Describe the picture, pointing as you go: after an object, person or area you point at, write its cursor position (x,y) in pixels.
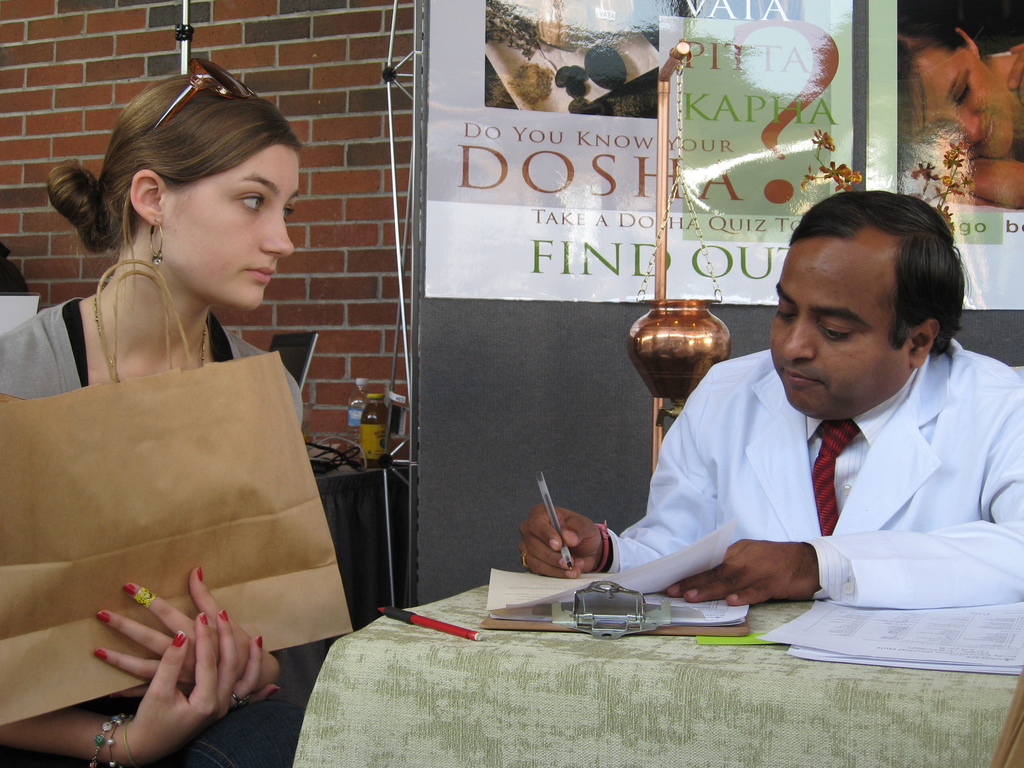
There are two persons (654,525) sitting on a chair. There is a table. There is a poster (438,285), red wall brick (354,297), paper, pen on a table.
